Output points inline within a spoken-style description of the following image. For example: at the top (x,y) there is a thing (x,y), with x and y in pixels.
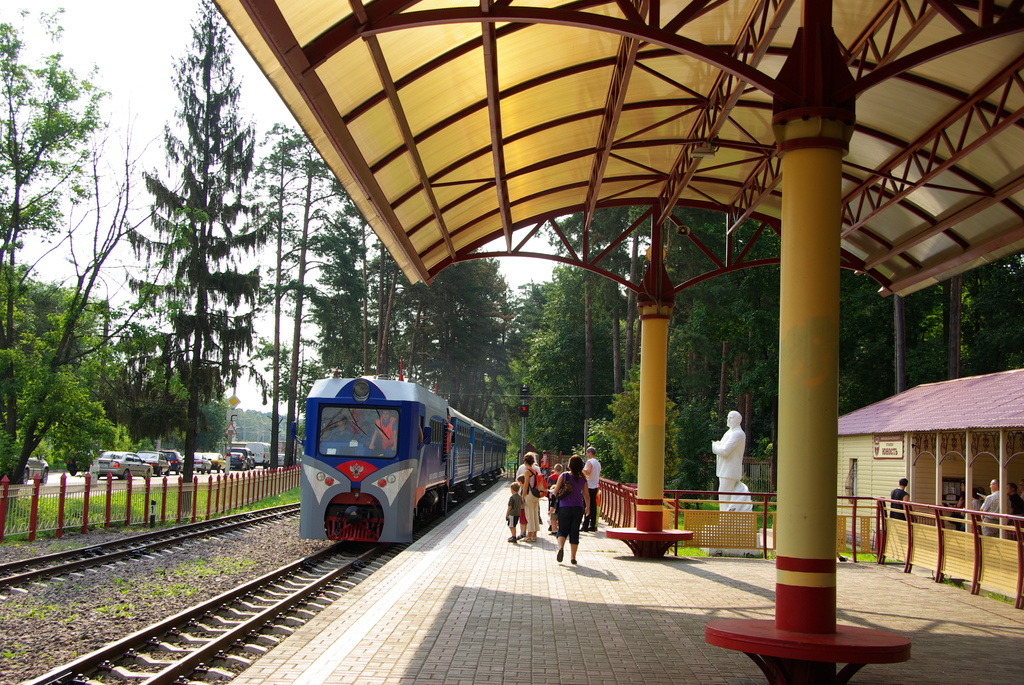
In this image we can see a train (407,475) on the track (181,647). On the left (61,493) there is a fence (94,494) and we can see cars (144,473) on the road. On the right (760,579) there is a platform (551,618) and we can see people (561,473) standing in the platform (606,529). There is a statue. In the background (92,414) there are trees (881,393), shed (888,427) and sky (154,144).
